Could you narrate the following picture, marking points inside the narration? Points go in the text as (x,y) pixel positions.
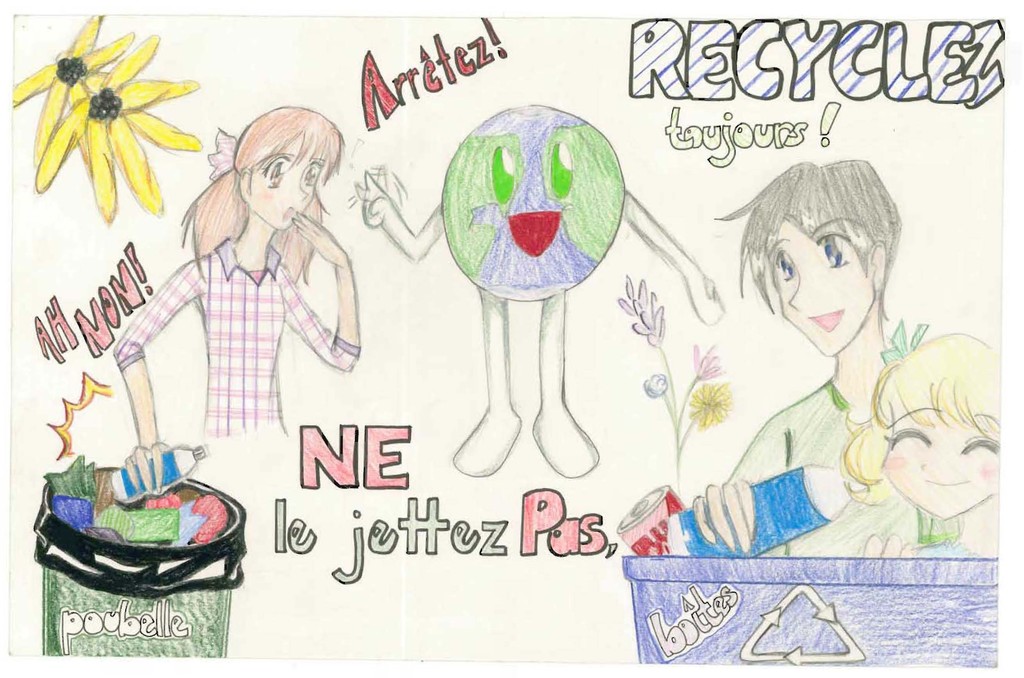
In this image we can see drawing of some people (935,505) holding bottles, some flowers (109,181) and a trash bin (214,625).
